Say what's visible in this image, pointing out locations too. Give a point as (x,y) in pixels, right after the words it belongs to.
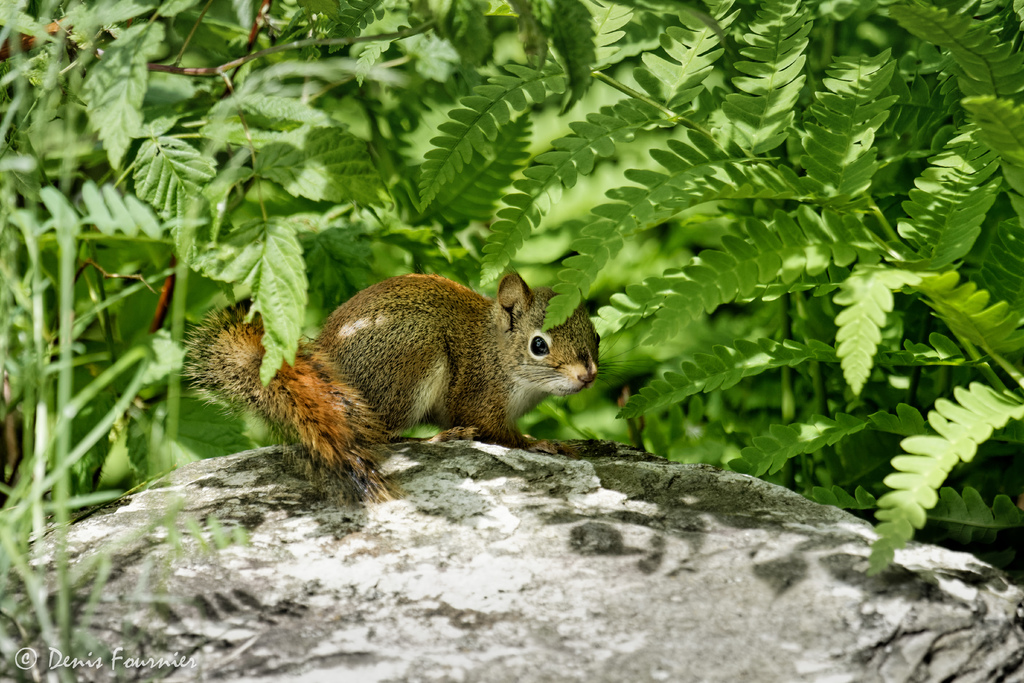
In this image we can see a squirrel (390,350) on the stone (449,484). In the background (158,258) there are leaves (210,149) of different plants (560,151).
